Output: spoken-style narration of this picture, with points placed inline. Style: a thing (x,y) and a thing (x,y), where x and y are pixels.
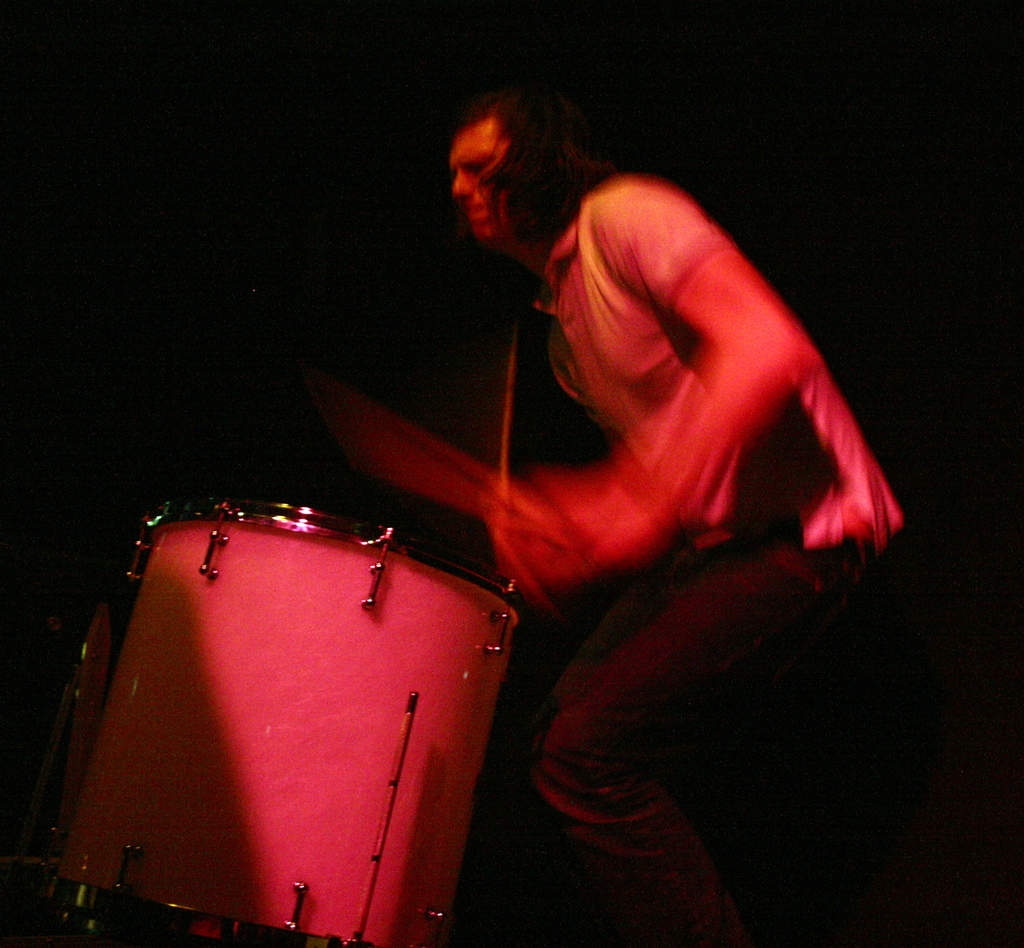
In this image there is a person (548,551) playing musical instrument (335,730) and lighting (479,492) on the person (541,496).
